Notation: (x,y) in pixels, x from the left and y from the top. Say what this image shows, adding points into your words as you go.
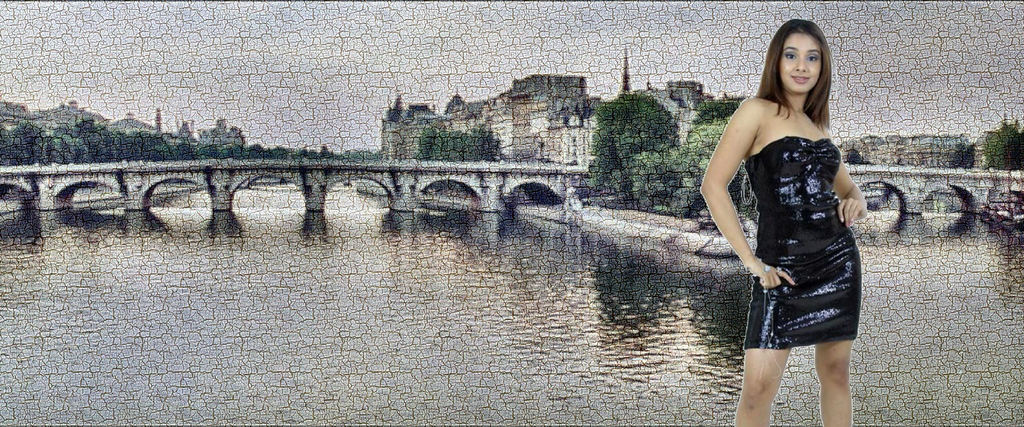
This is an edited picture. The woman (765,110) in front of the picture wearing black dress (826,163) is stunning. At the bottom of the picture (595,315), we see water (595,315). We see a bridge (404,184). There are many trees (676,141) and buildings (511,128) in the background (678,168).
